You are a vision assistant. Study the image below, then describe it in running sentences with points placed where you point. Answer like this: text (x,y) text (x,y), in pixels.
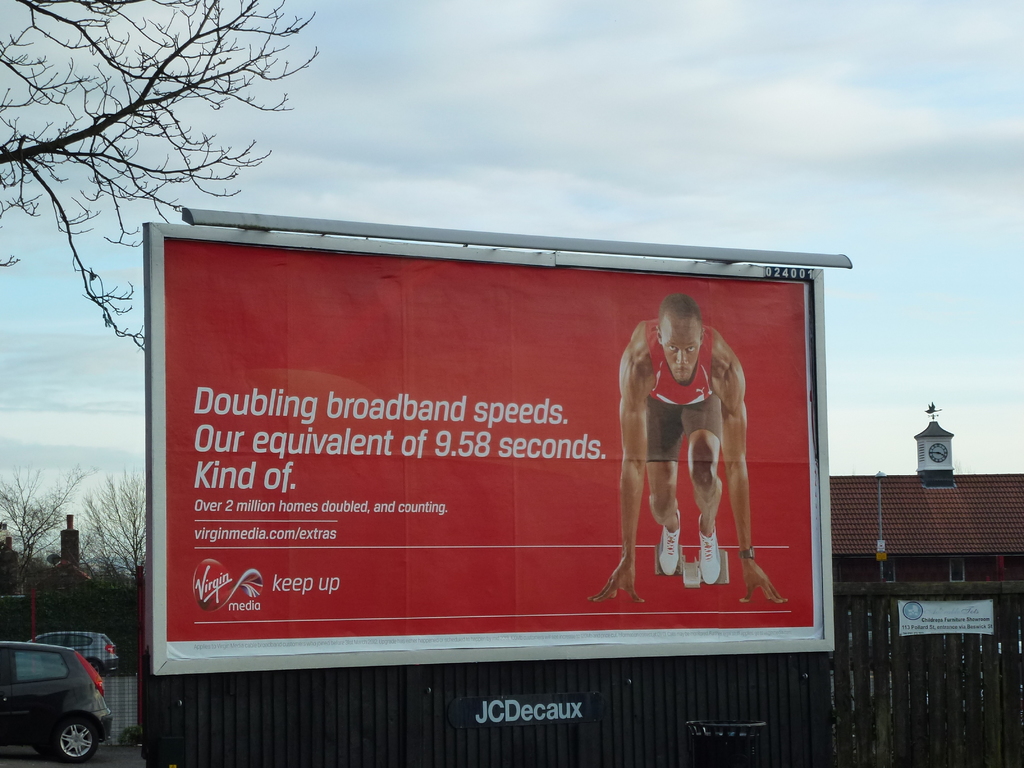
In this picture there are buildings (931,557) and there are vehicles (22,711) and there is a hoarding (179,548) and there is a picture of a person (739,380) and text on the hoarding (345,462). At the back (42,114) there are trees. At the top (668,141) there is sky (578,153) and there are clouds (464,153). In the foreground (718,682) there is a wooden railing (633,682) and there is text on the railing (483,678). At the bottom (129,750) there is a road (114,747).
